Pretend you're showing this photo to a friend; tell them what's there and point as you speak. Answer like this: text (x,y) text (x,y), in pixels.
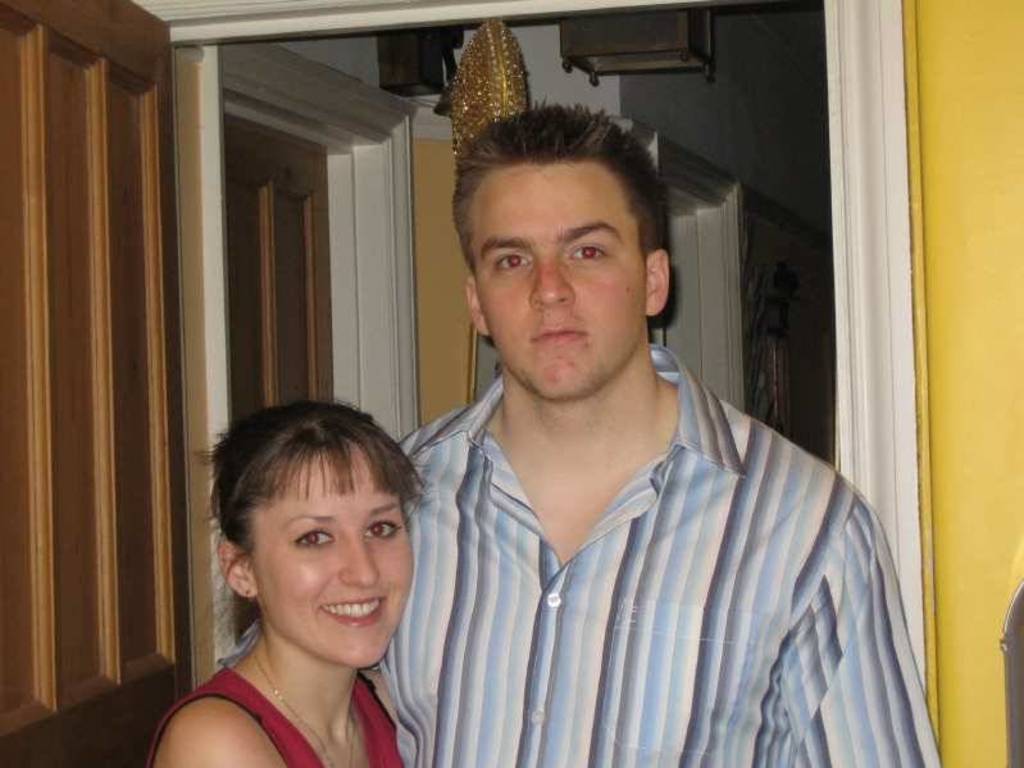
In the center of the image (514,442) we can see a man (529,574) and a lady (245,760) standing. In the background (49,204) there are doors (30,574) and a wall (760,196).
